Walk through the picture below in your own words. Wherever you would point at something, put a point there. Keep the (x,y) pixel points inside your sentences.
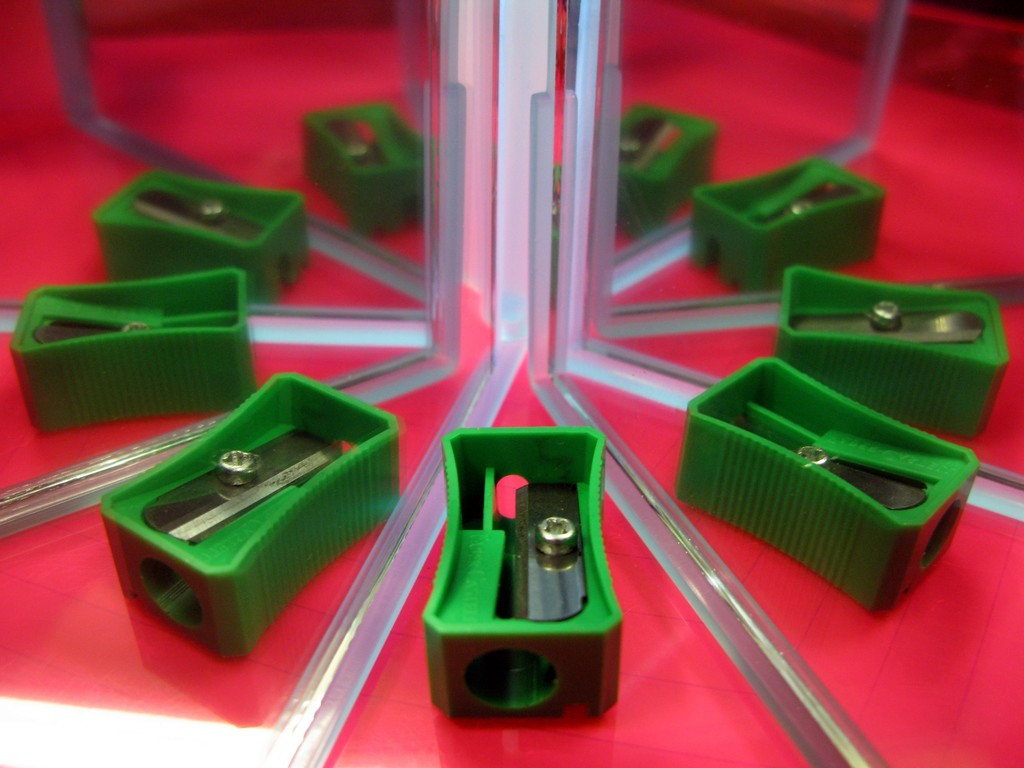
In this image I can see a green colour sharpener (589,512) and two mirrors (486,274). In these mirrors (457,269) I can see reflection (185,468) of sharpener (283,463) and reflection (404,344) of another mirror (515,247).
